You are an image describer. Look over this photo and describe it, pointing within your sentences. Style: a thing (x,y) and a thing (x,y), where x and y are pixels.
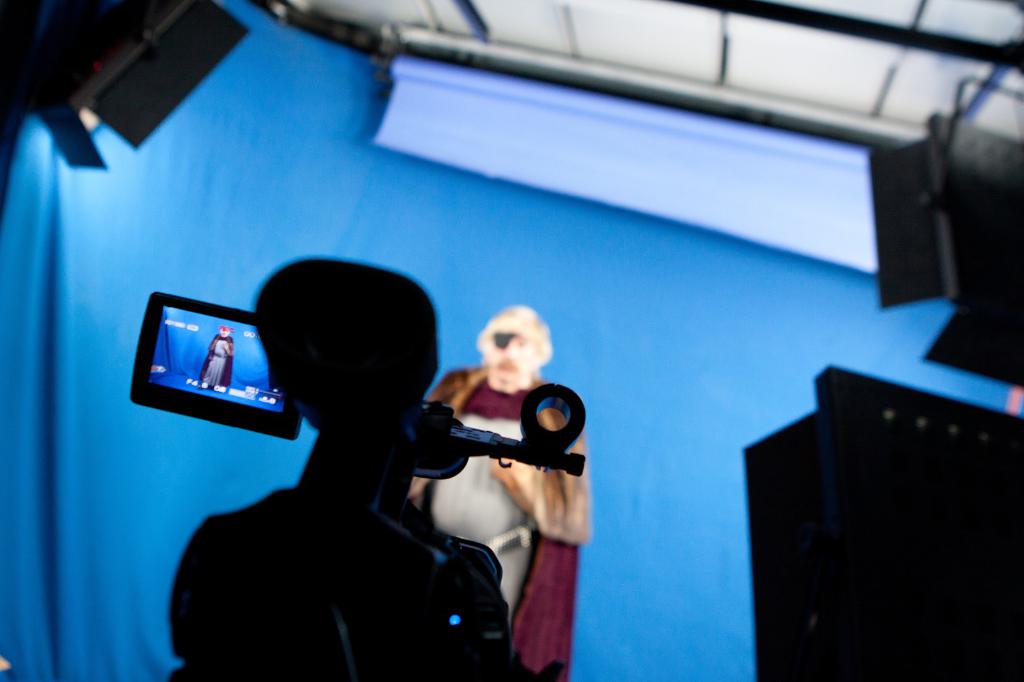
In this picture we can see a camera (429,615) in the front (390,597), in the background (514,404) there is a person (551,425) standing, he wore costume (536,514), there is a blue color background (694,395), on the left side (115,115) we can see a light (101,97).
